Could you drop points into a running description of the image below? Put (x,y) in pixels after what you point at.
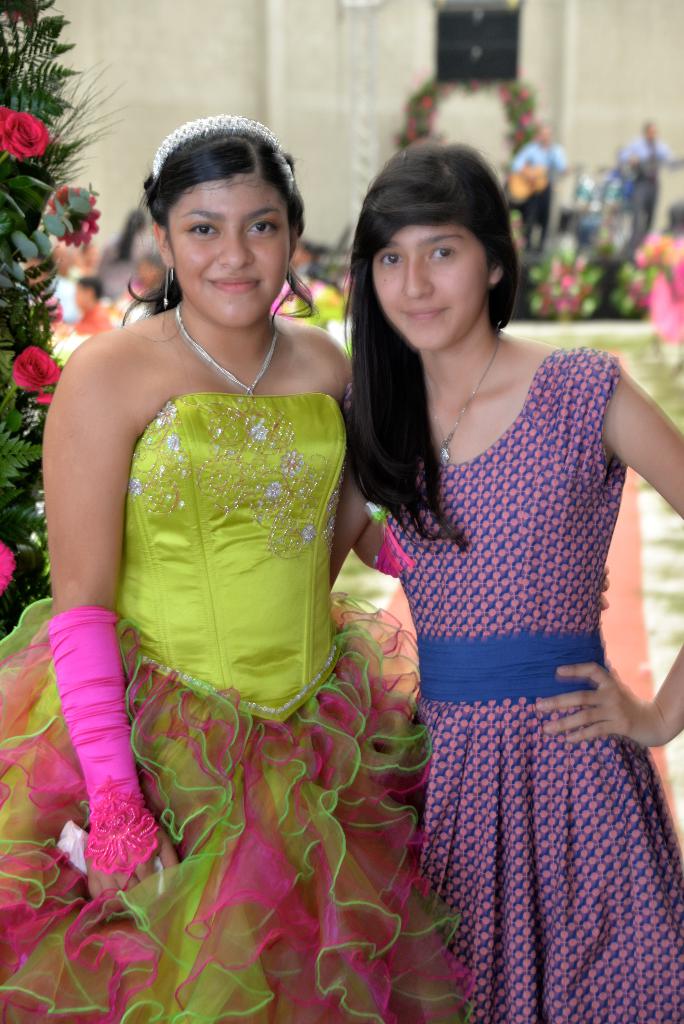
In this image we can see two girls (301,493). Girl (222,538) on the left side (146,566) is wearing gloves (100,679). In the back (4,344) there is a tree (23,164) with flowers (39,138). In the background (129,212) it is looking blur and there are some decorations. Also we can see a person (528,164) holding a guitar (535,185). And there is a wall (263,65).
